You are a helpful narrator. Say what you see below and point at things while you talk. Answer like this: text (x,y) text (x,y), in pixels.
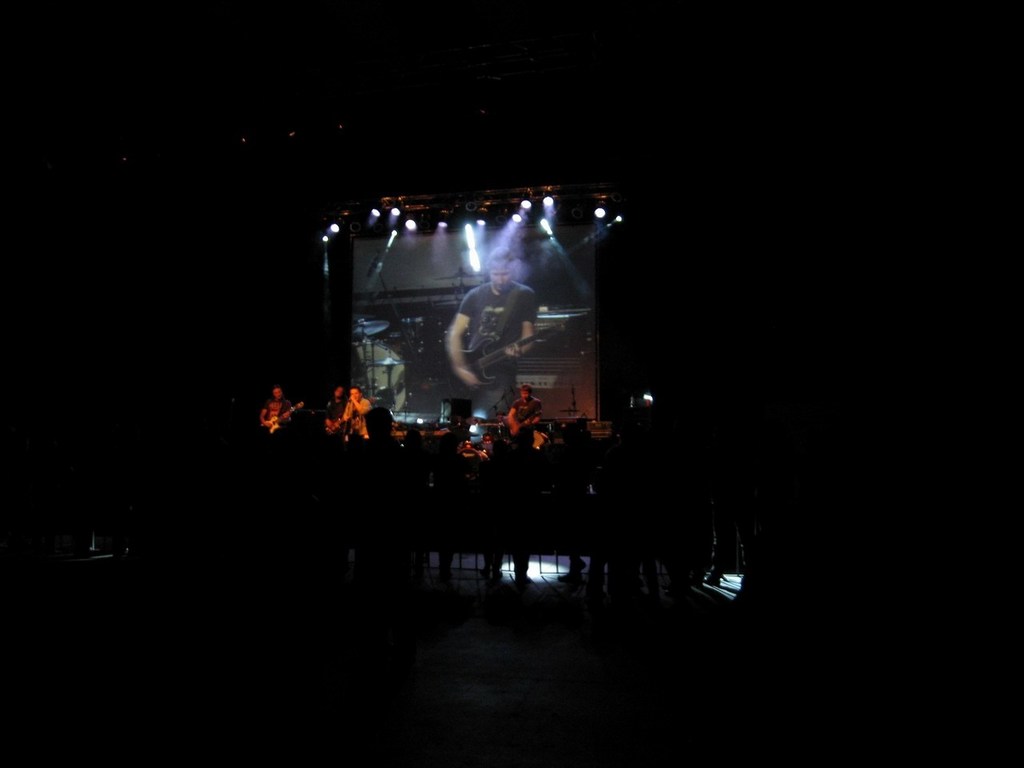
In this image there is a floor (89,727) at the bottom (411,673). There are people (327,446) in the foreground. There are people (369,413), musical instruments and a screen (357,355) in the background (364,373). And there are lights (398,211) on the roof (447,154) at the top (372,210).
